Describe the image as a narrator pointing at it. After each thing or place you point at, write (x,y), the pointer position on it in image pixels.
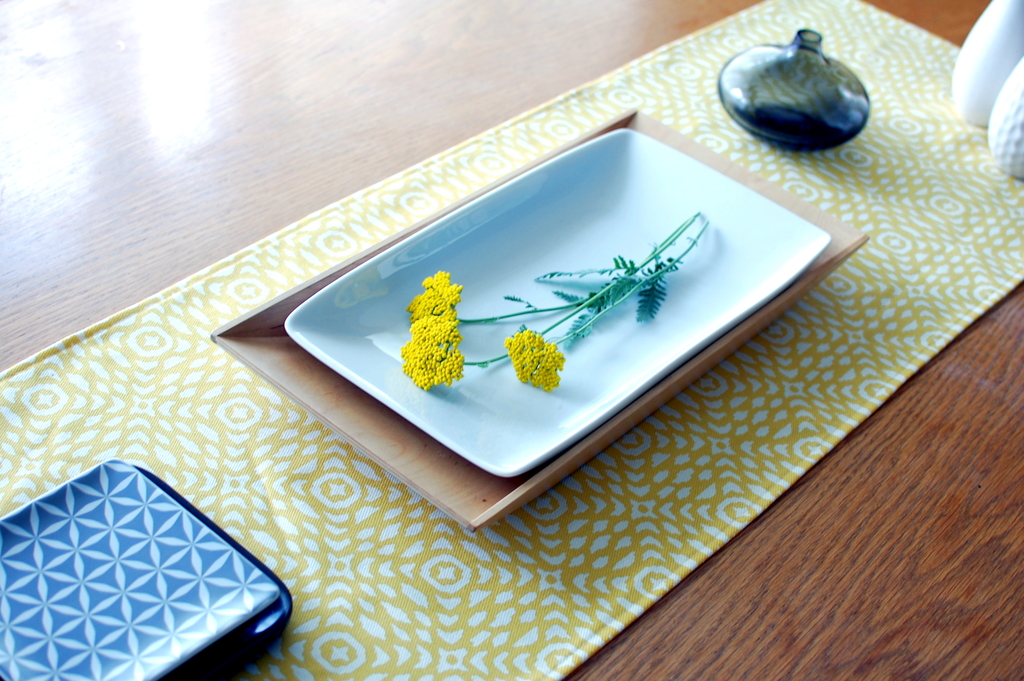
As we can see in the image, there are plates (574,386), flower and a mat (802,460) on table (851,523).
